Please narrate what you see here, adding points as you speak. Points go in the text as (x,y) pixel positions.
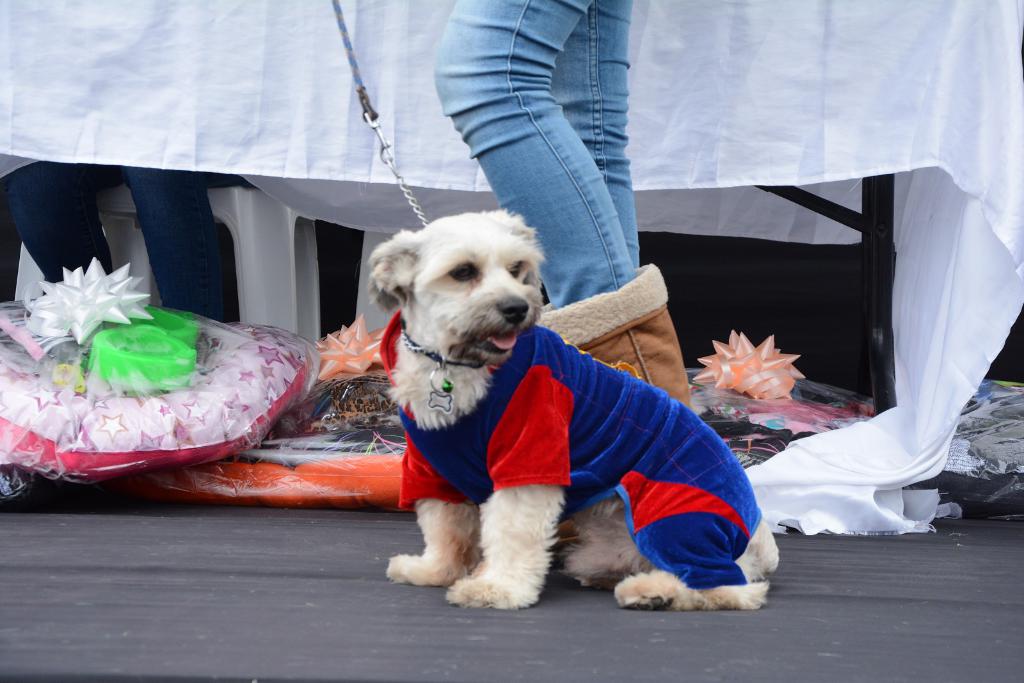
In this image, we can see a dog (531,526) is sitting on the surface (631,641). Background (986,466) we can see few objects (1008,445) and things (998,428). Here a person (581,272) is standing behind the dog (609,455). Top of the image (856,71), we can see white cloth (745,226). On the left side of the image (184,235), we can see a person (163,214) is sitting on the white chair (276,228). Right side of the image (877,295), we can see rods (872,322).
